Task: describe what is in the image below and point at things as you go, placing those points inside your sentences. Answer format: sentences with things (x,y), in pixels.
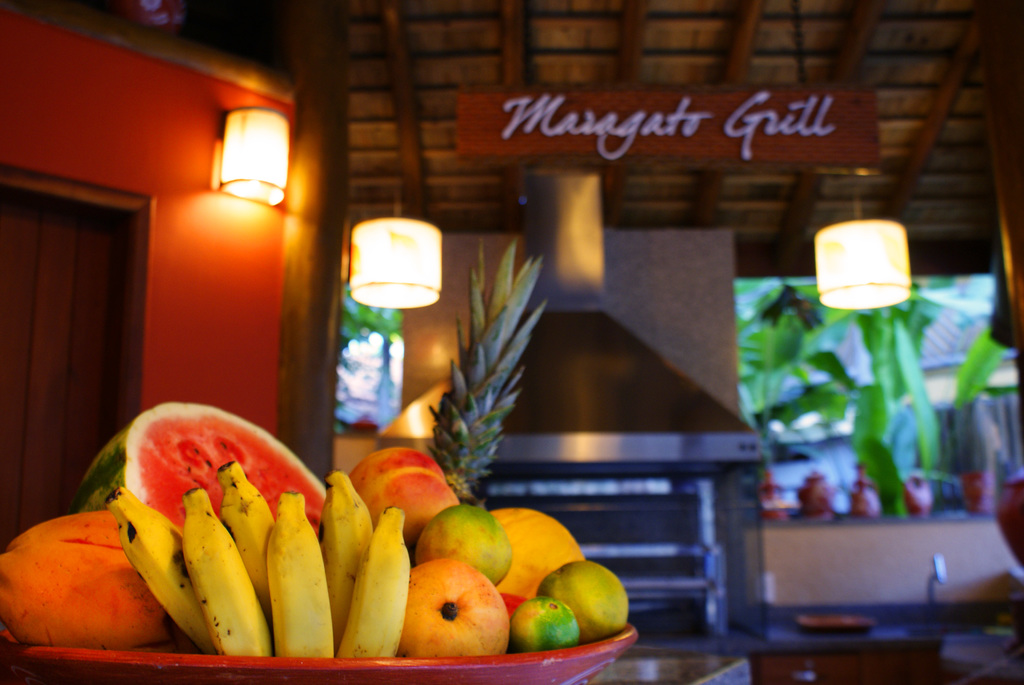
In the image we can see a plate (347,660), red in color. On the plate (330,666) we can see there are fruits (312,638) like banana (309,609), apple (428,609), orange (459,562), papaya (94,569), watermelon (148,449) and pineapple (452,419). Here we can see lights (421,262), board (660,153), text (747,143), leaves (754,357) and the background (780,298) is blurred.
